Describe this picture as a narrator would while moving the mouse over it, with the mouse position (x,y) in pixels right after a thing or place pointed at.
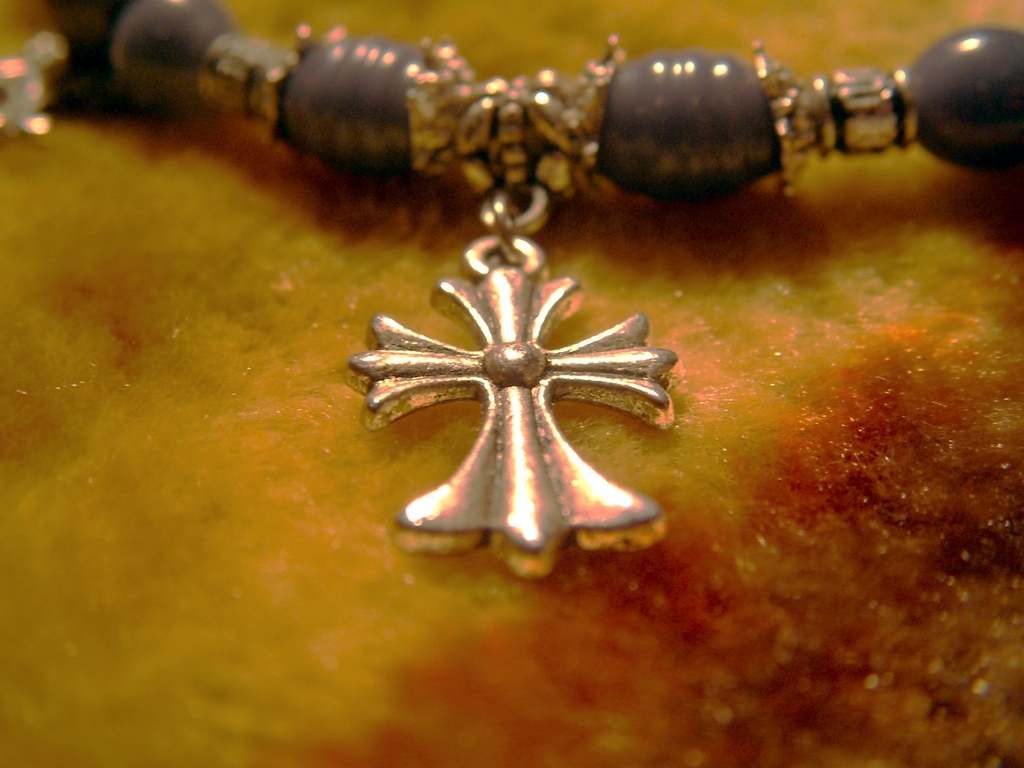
In the center of the image (477,290) we can see chain (531,137).
